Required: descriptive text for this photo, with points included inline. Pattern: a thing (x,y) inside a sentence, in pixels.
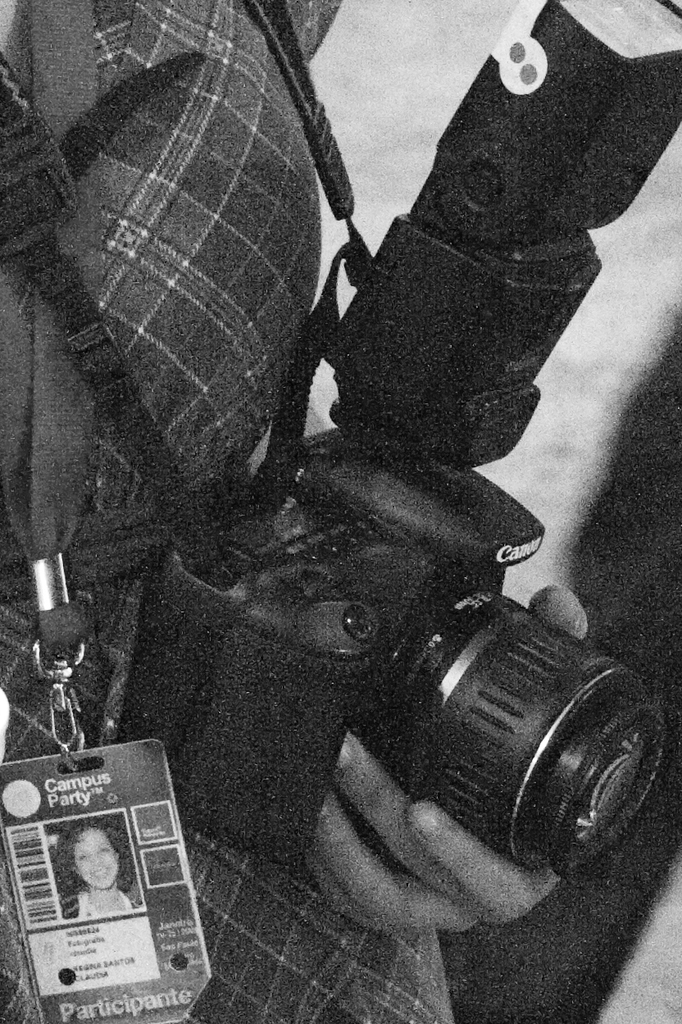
This is a black and white image. We can see the partially covered person (160,218) holding a camera (445,574). We can also see an ID card (67,1022). We can see the ground (580,315).
